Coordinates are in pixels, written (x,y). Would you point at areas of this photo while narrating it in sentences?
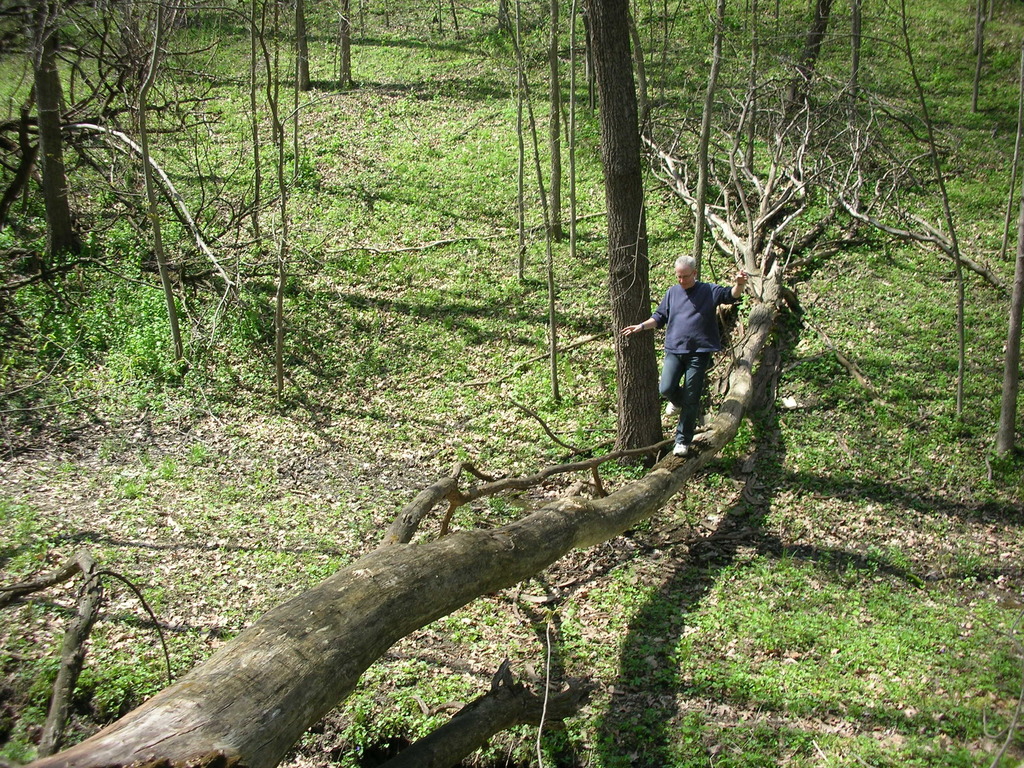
A person (712,337) is walking on a fallen tree trunk (401,573). There is grass (89,287) and trees (716,41).
